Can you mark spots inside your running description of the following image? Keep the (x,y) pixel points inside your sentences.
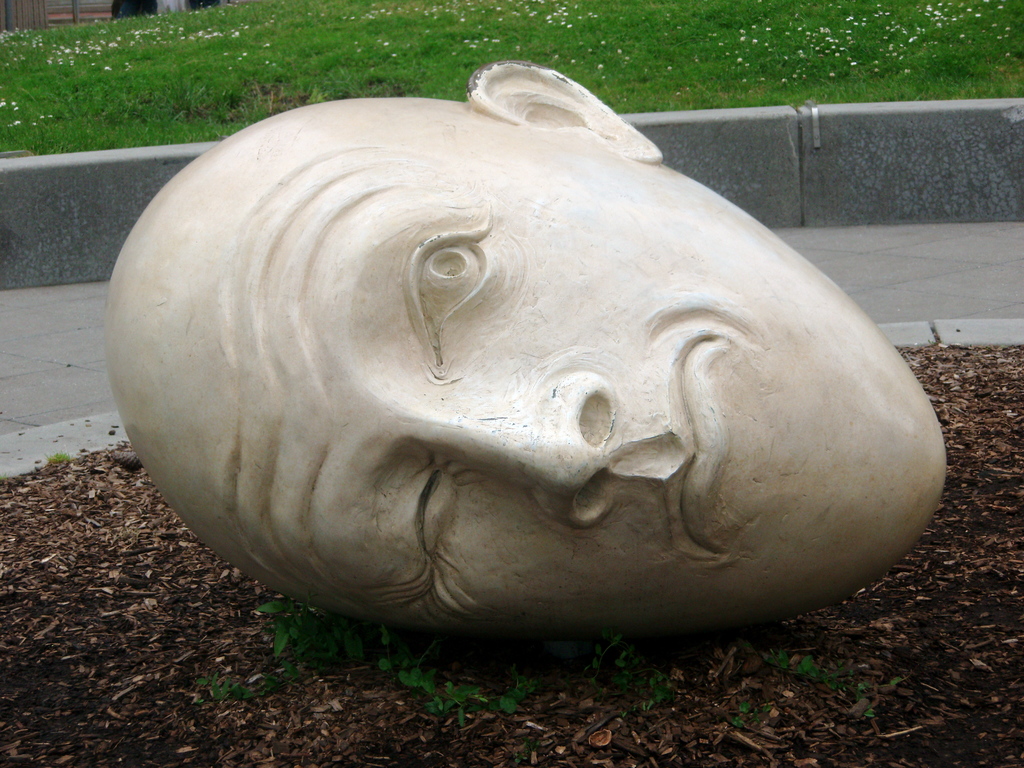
In this picture we can see a clay face sculpture (492,264) on the ground (516,669). In the background (910,88), we can see the grass (13,67).
